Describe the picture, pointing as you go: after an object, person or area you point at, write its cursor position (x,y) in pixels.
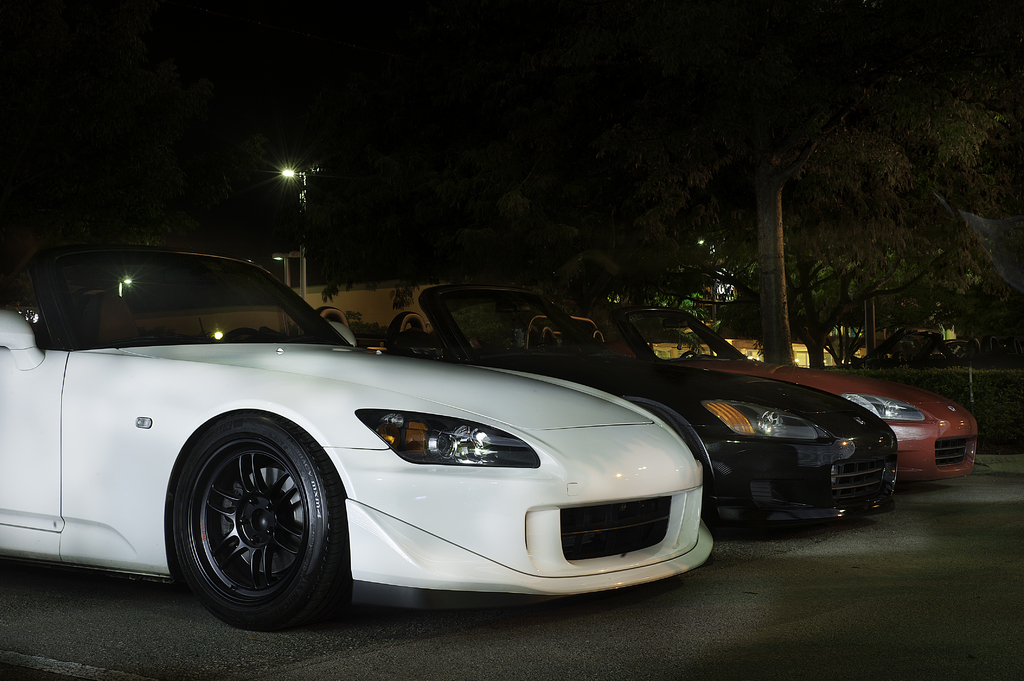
In this image few cars (553,533) are on the road (787,610). Right side (1000,410) there is a fence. Behind there are few plants (938,372) and trees (911,294). Background there are buildings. Behind the vehicle (276,288), there are street lights (304,259).
